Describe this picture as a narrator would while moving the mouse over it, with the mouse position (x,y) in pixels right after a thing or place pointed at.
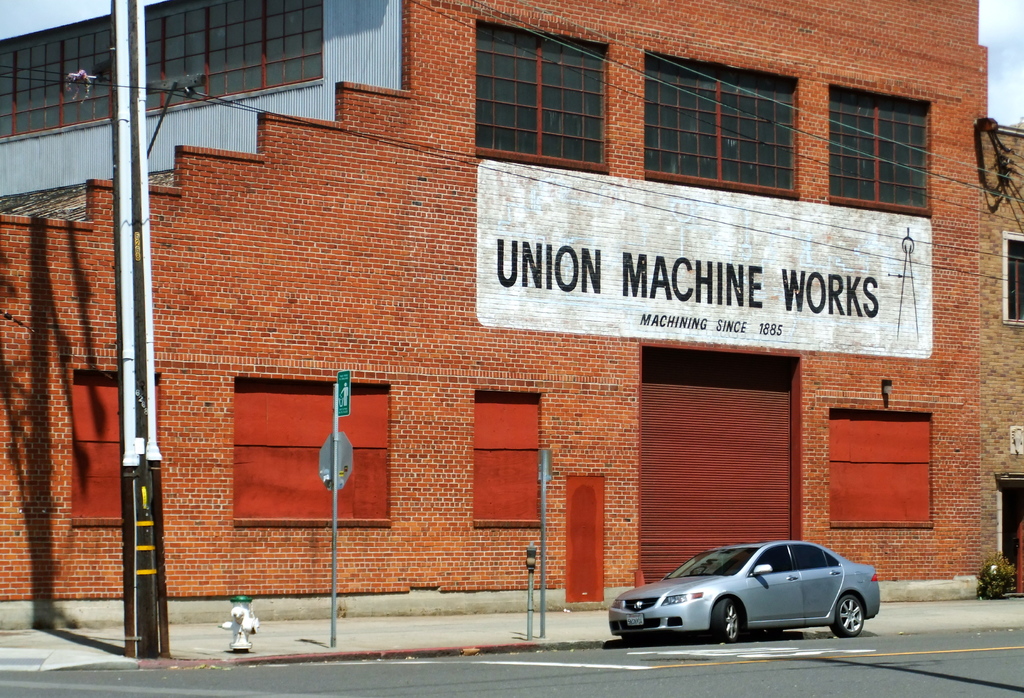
In the center of the image (641,300) we can see the text (560,250) on the wall (540,346). In the background of the image (364,506) we can see a building (551,215), windows (909,160), shutter (726,440), wires (940,245), poles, boards (278,449), car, plant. At the bottom of the image (290,691) we can see the road (737,675), fire hydrant (240,625) and footpath (396,620). In the top right corner (991,101) we can see the sky (999,88).
